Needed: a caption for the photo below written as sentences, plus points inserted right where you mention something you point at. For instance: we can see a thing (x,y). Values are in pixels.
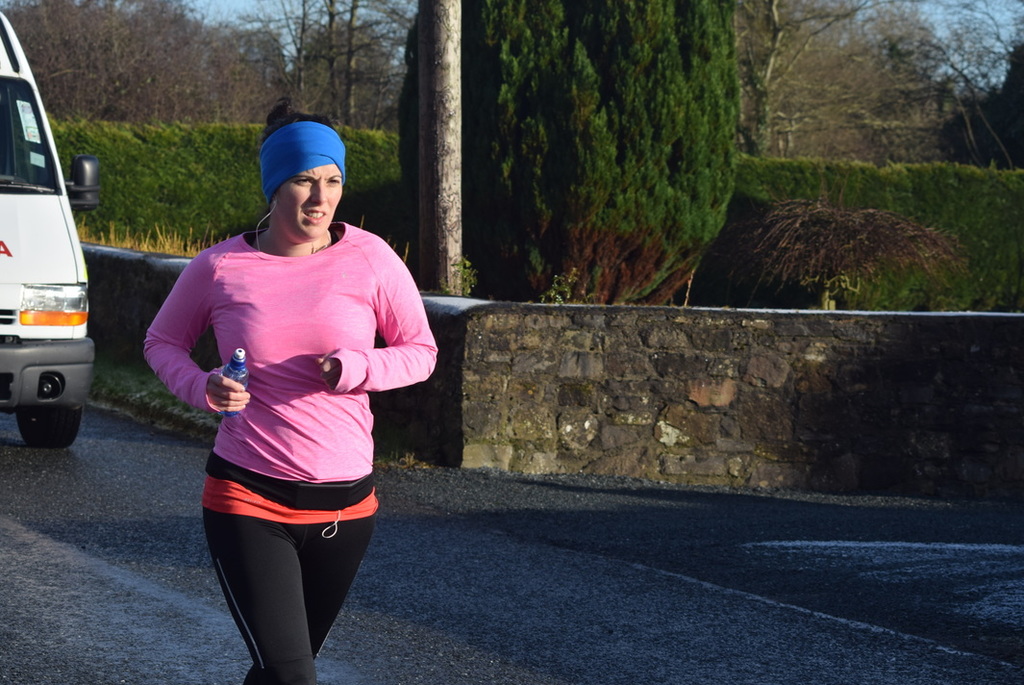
This picture shows a woman (209,395) running holding a bottle (243,372) in her hand (247,394) and a headband (286,172) to her head (310,172) and we see trees (471,177) and vehicle (52,224) on the road (55,470) and we see a wall (468,343).
